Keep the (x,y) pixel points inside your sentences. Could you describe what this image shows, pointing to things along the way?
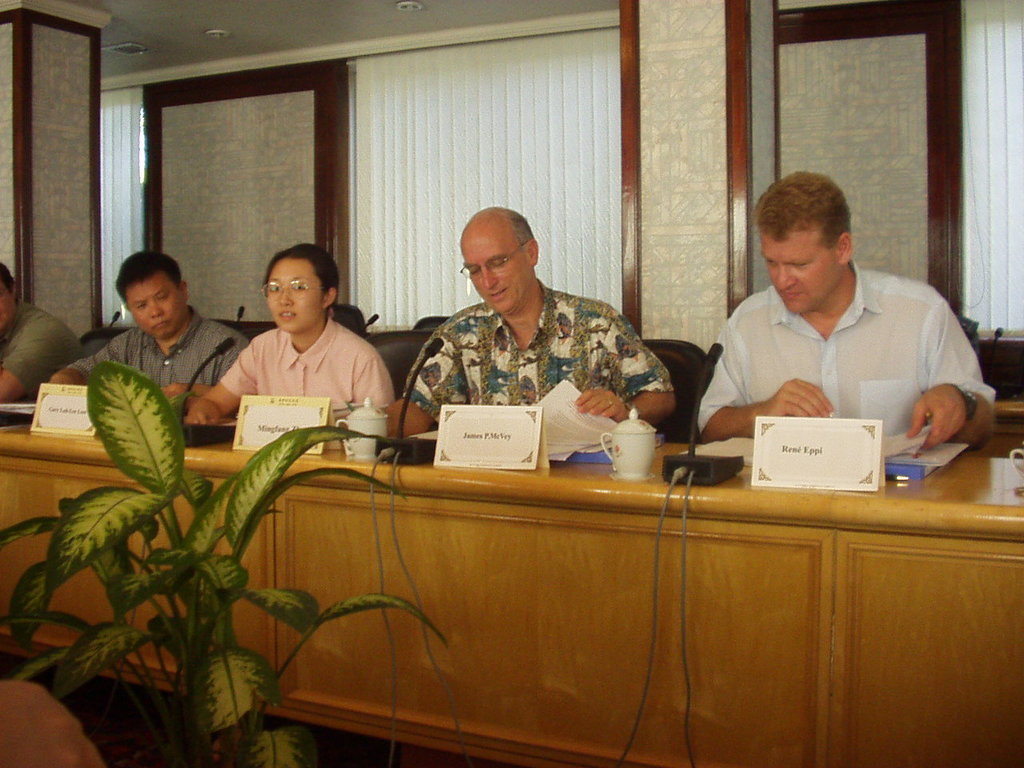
In the center of the image (512,328) we can see four people (869,404) sitting, before them there is a table (664,572) and we can see jars (638,473), boards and mics (678,466) placed on the table (660,755). At the bottom (243,718) there is a plant (212,673). In the background (120,122) there are windows (143,132) and we can see curtains (397,112).
